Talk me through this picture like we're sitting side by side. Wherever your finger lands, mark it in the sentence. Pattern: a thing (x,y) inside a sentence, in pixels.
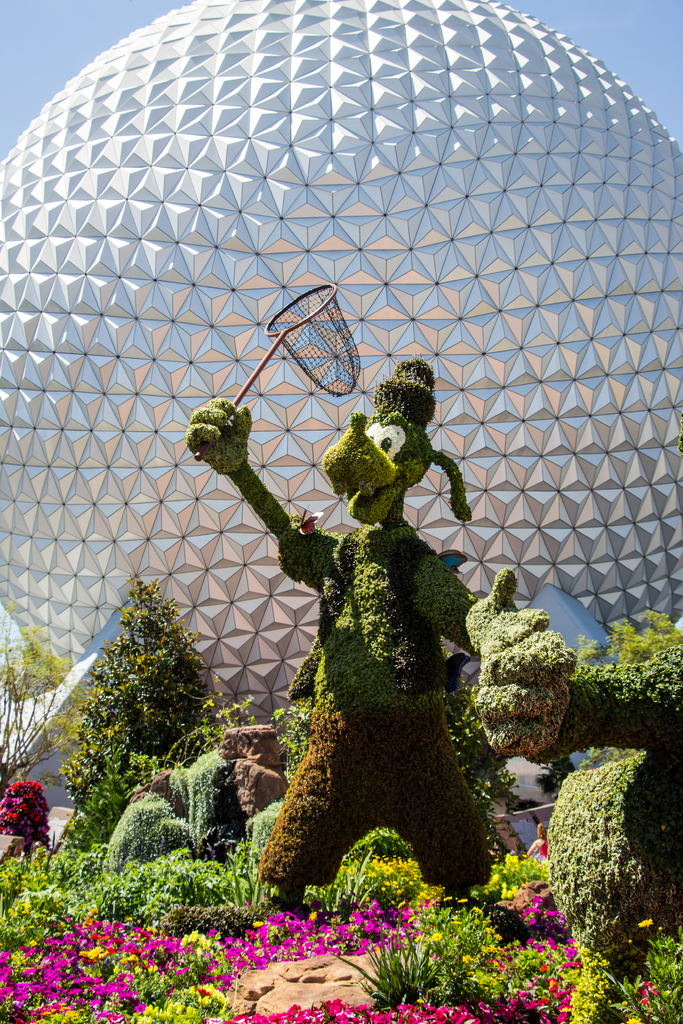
In this picture there is a plant (411,385) in the shape of cartoon and there are different types of plants (463,920) and flowers (533,862). At the back (155,323) there is a ball (73,410). At the top (33,118) there is sky (9,59).
